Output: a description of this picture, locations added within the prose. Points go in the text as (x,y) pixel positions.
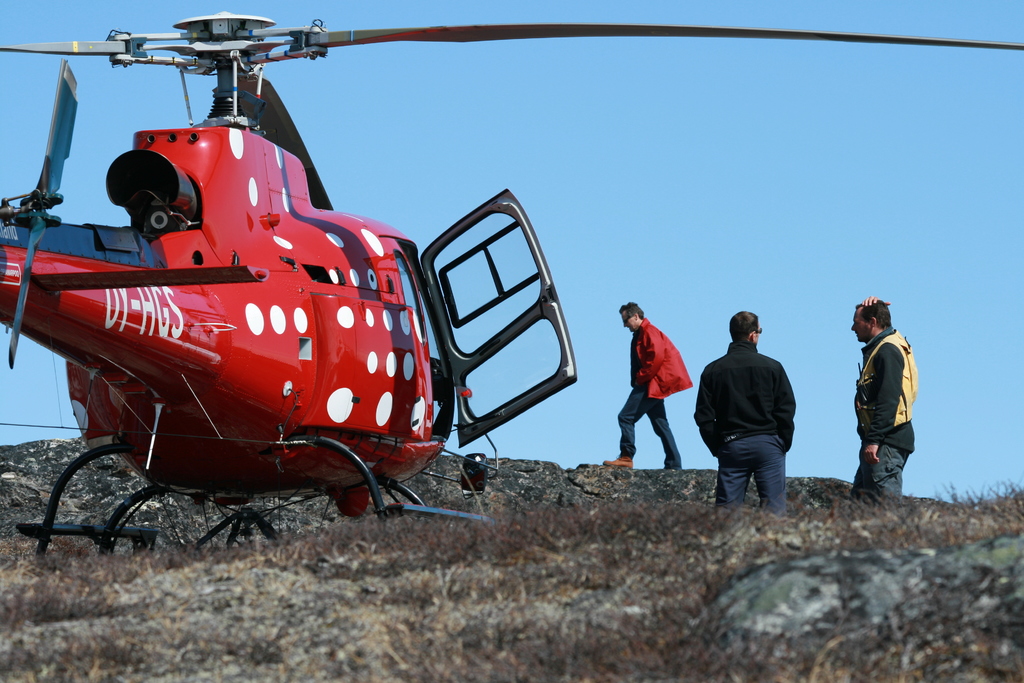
In the image we can see a helicopter (306,368), red, white and black in color. Here we can see three men (783,430) wearing clothes (768,433). Here we can see dry grass (600,584), rock (83,475) and the pale blue sky (663,203).
